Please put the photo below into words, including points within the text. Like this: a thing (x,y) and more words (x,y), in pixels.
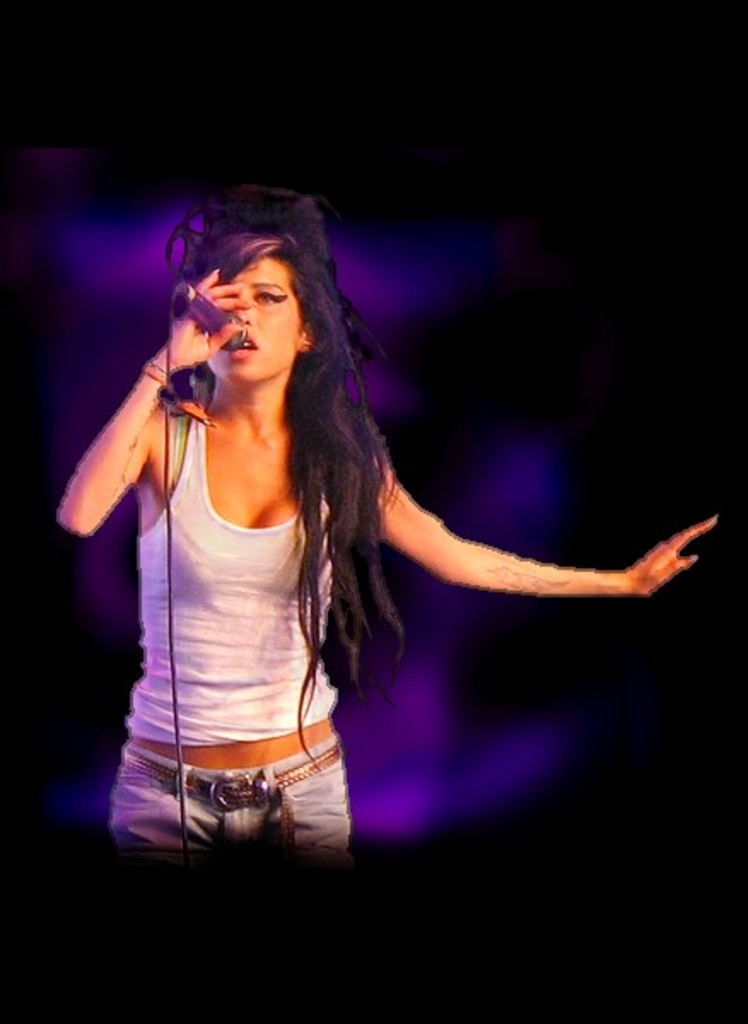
On the left side (249,208), there is a woman (281,280) in white color t-shirt (298,681), holding a mic (240,336), singing and standing. And the background (742,673) is dark in color.
